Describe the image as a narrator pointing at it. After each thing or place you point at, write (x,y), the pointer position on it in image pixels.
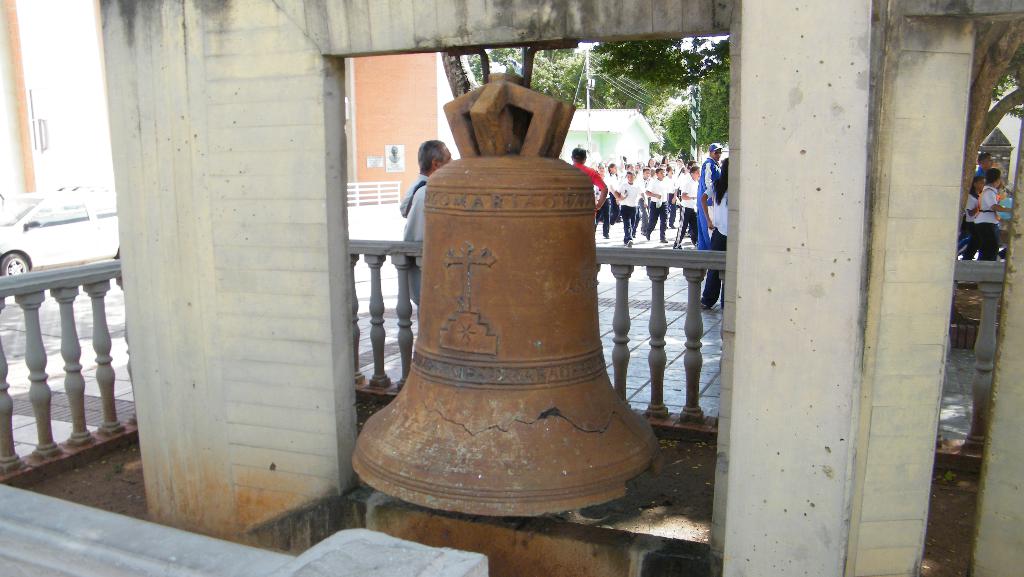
In this image we can see the bell (458,432), soil (124,472), wall (823,351), railing (404,322), building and also the house (583,133). We can also see the electrical pole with wires (615,82). We can see the trees (566,89), vehicle (15,223), road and also the people (606,193) walking on the path (669,246).
